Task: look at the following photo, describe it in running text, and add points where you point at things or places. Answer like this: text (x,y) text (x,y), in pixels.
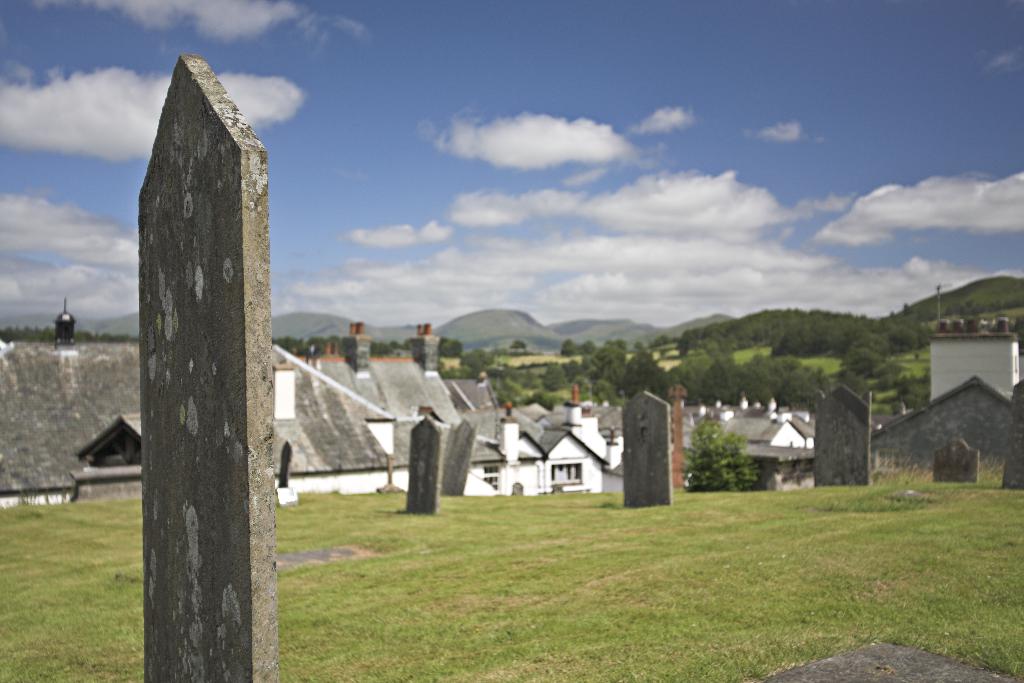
In this image we can see graveyard houses (39,427), trees (927,398), grass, hills (725,341), sky (542,194) and clouds (616,193).
